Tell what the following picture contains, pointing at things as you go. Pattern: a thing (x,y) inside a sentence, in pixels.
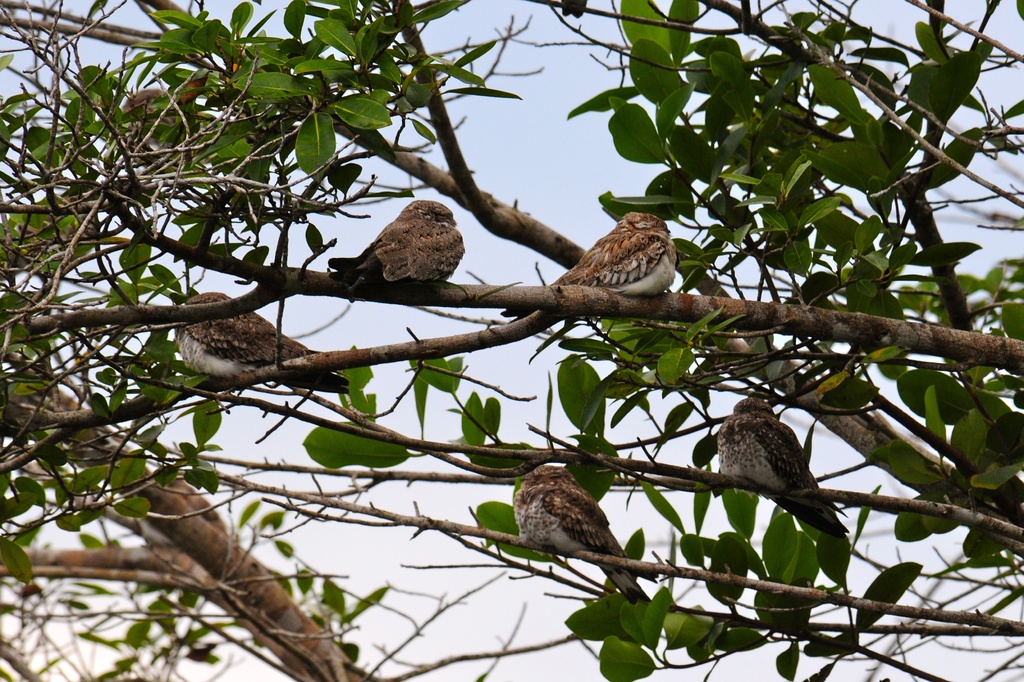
In this picture we can observe some birds (404,247) sitting on the branches (551,252) of a tree (239,243). These birds (420,255) were in brown and white color. We can observe leaves (274,119) to these branches (719,218). In the background (562,208) there is a sky (407,429).
